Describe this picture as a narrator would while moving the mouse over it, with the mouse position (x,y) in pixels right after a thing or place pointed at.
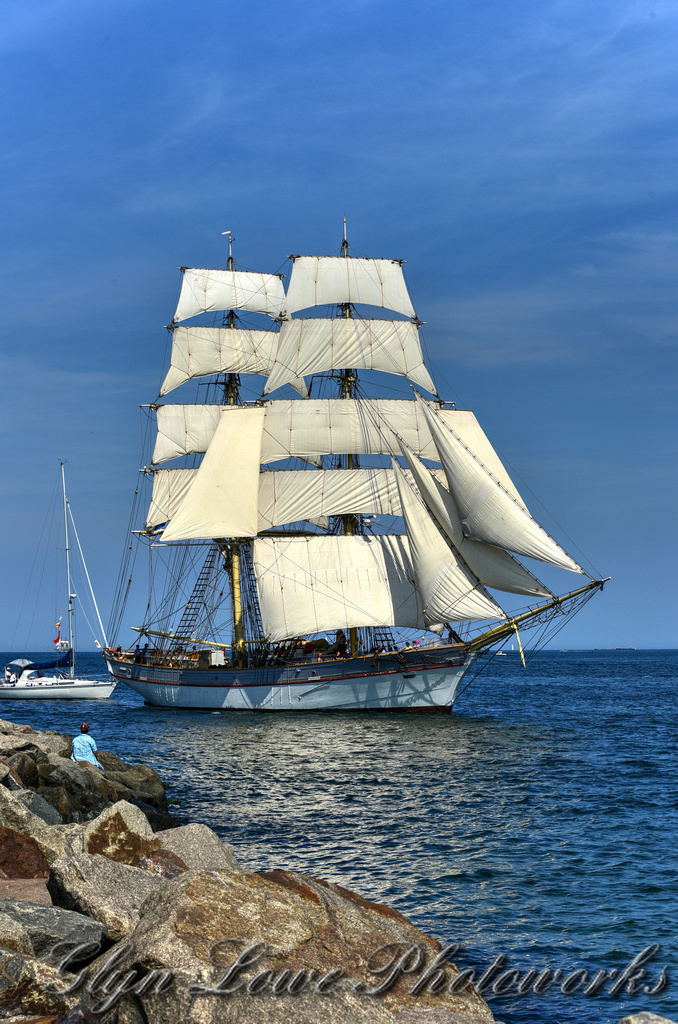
In this picture we can see boats (207,655) on water (601,892) and a person (84,739) sitting on rocks (84,843) and in the background (63,312) we can see the sky (108,192) with clouds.
